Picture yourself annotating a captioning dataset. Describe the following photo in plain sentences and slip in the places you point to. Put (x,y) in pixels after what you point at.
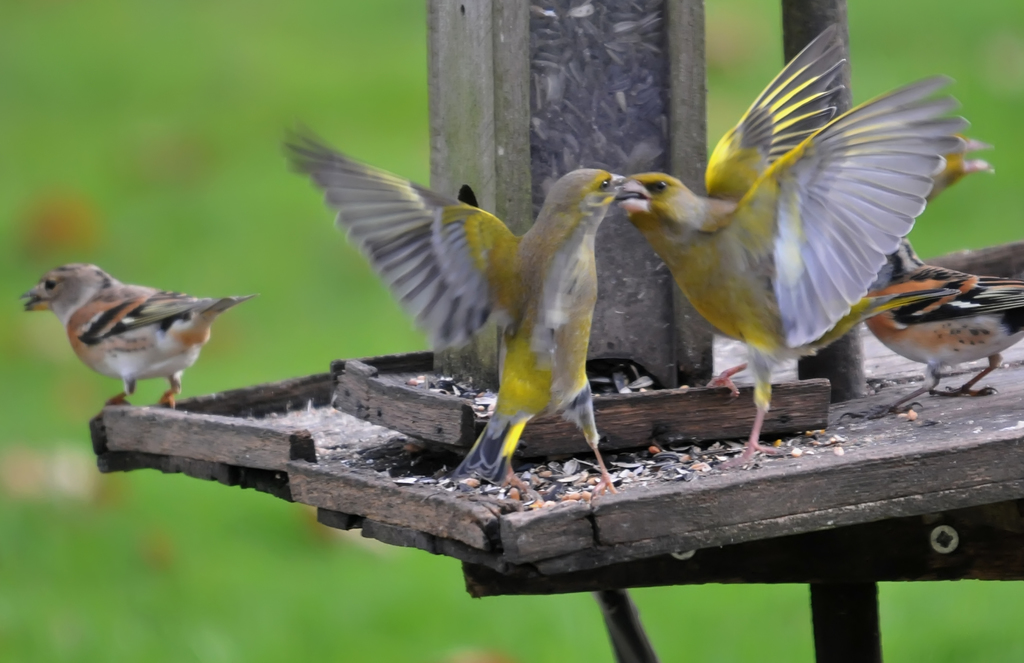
In this image we can see birds (506,389) on a wooden stand (653,400). In the background (189,152) it is blur.
